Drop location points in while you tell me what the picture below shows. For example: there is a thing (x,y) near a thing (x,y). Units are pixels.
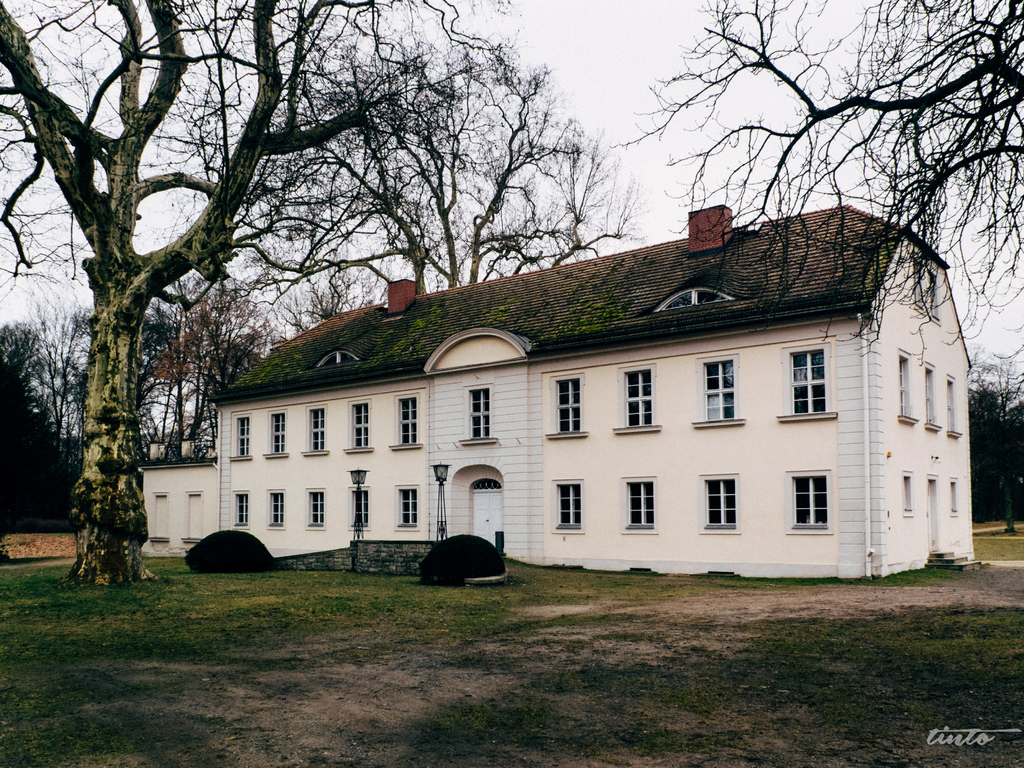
In this picture we can see grass (336,610) at the bottom (517,620), there is a building (633,433) in the middle (626,410), we can see windows (282,445) of the building (282,445), in the background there are some trees (361,199), there are two lights (445,466) in the middle (447,480), we can see the sky (593,29) at the top of the picture (597,19), at the right bottom (958,739) there is some text (945,737).
